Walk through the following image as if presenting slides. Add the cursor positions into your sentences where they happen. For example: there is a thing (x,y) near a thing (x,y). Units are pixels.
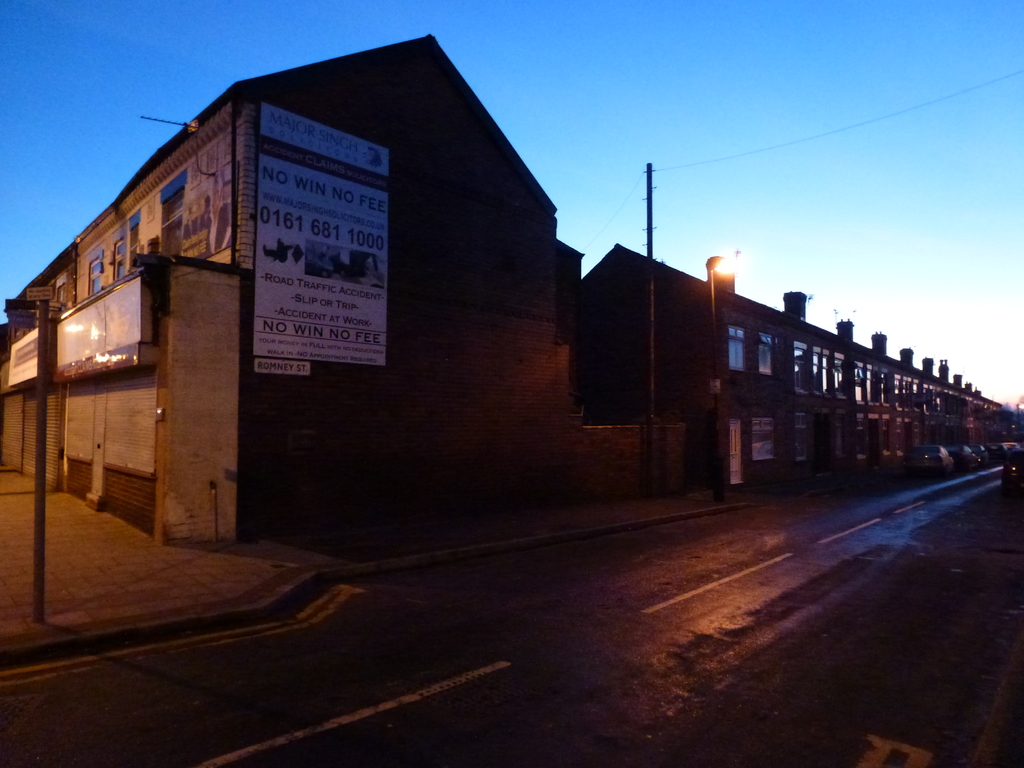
This is an image clicked in the dark. At the bottom (433,656) there is a road (329,690). In the middle of the image (348,387) there are few buildings (437,400). Beside the road (130,670) there are few light poles (651,285). On the left side (328,161) there is a board (358,226) attached to the wall (447,268) of a building (190,322). At the top of the image (750,50) I can see the sky (737,10).
